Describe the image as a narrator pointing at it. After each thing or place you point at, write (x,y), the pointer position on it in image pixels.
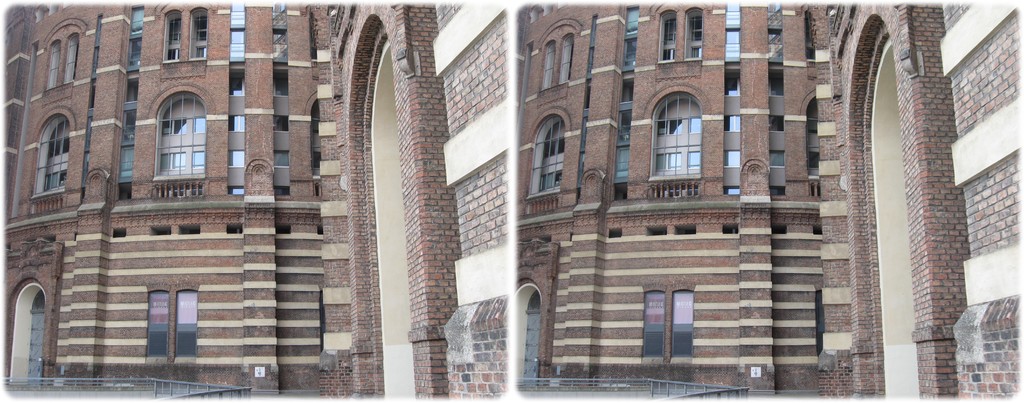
This is a collage picture. I can see a building (124,237) and iron grilles (84,383).
